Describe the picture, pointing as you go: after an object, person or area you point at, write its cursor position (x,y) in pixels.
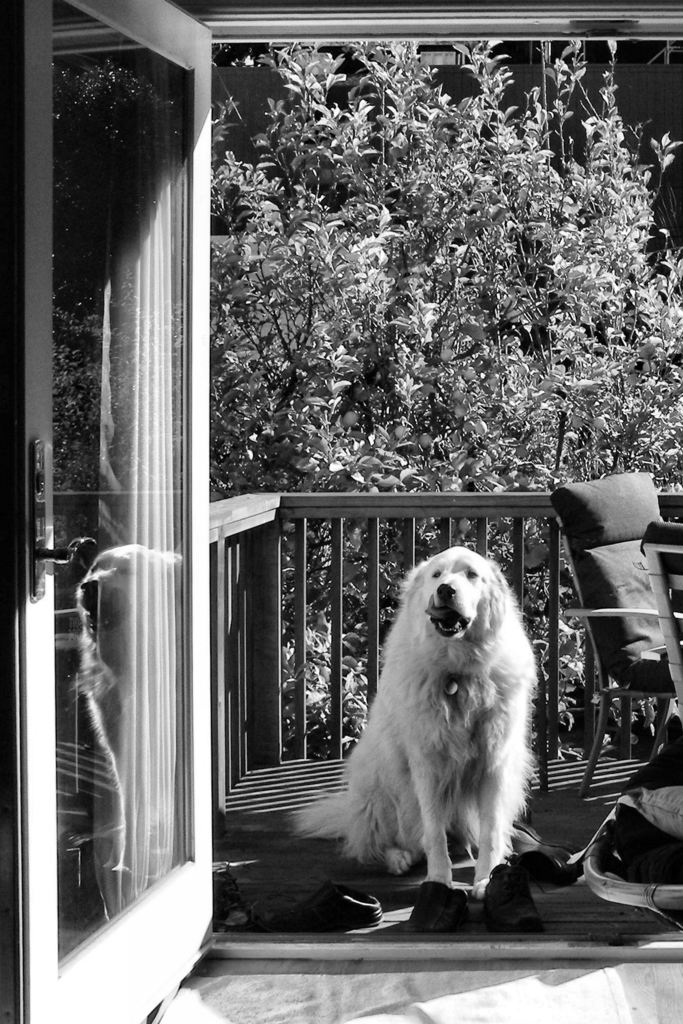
In the center of the image (431,667) we can see a dog (440,750). On the right (651,607) there is a chair (603,611). At the bottom (222,881) there are shoes (304,912) and we can see a door (121,56). In the background (284,312) there are trees (531,358) and a fence (406,515).
